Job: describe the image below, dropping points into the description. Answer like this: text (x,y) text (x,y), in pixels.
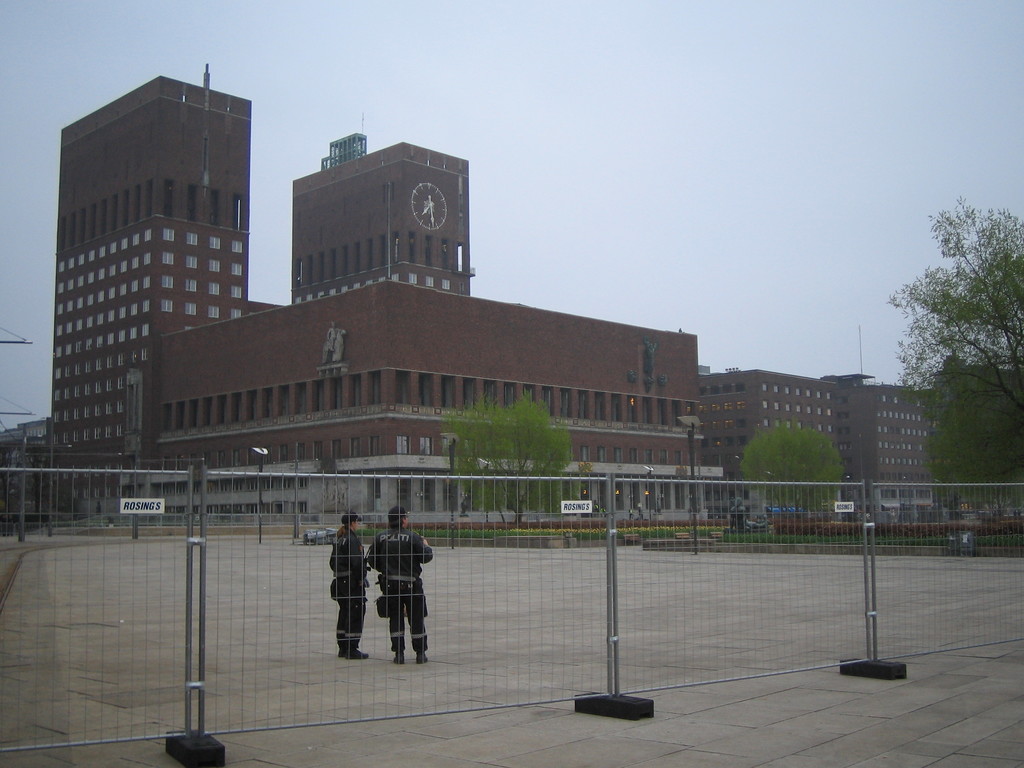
In this picture we can see a fence (598,695) and two people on the ground (453,675) and in the background (596,130) we can see buildings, trees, poles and the sky (73,71).
